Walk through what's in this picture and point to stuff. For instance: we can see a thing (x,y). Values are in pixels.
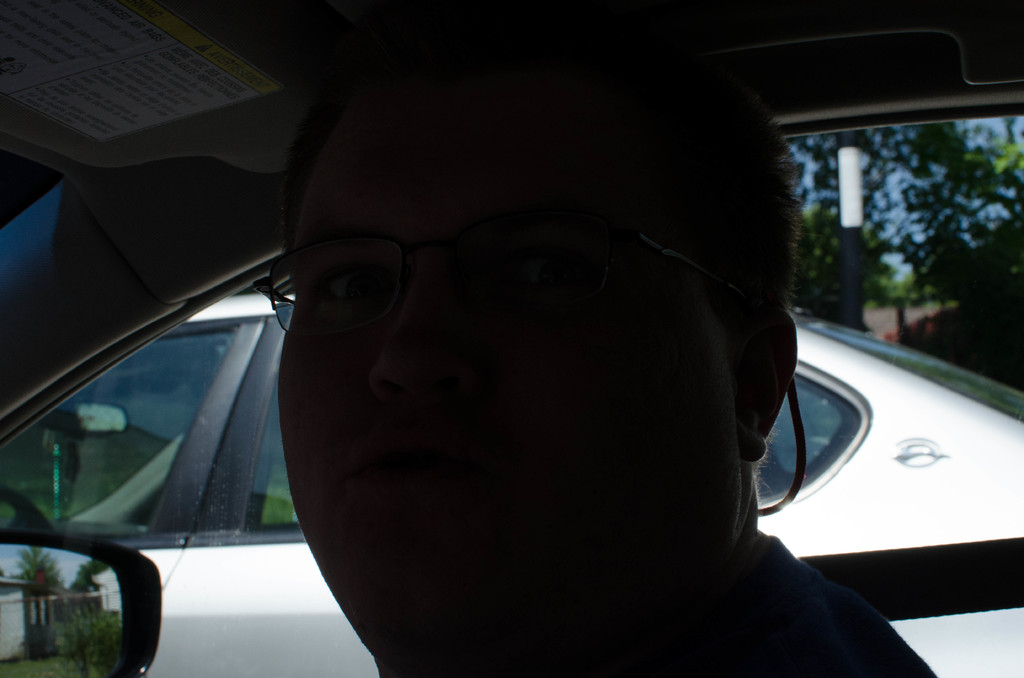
In this picture there is a man (333,161) sitting in his car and there is another car (203,467) behind him and there is also a tree (880,285) in the background (800,297).
